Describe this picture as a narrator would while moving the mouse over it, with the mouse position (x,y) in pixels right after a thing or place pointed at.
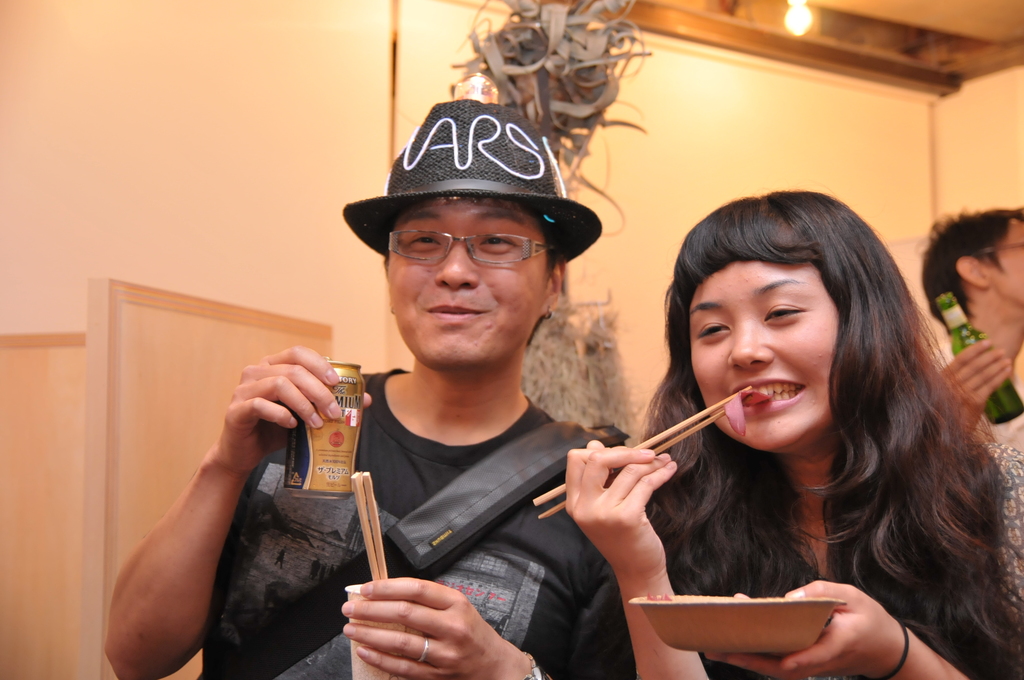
In this picture we can see three people (488,318), in the left side of the image (309,473) a man (402,405) is holding a tin (321,469) and a cup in his hands (394,586), on the right side of the image (750,469) the woman (776,417) is eating, in the background (800,8) we can see couple of lights (800,22).
